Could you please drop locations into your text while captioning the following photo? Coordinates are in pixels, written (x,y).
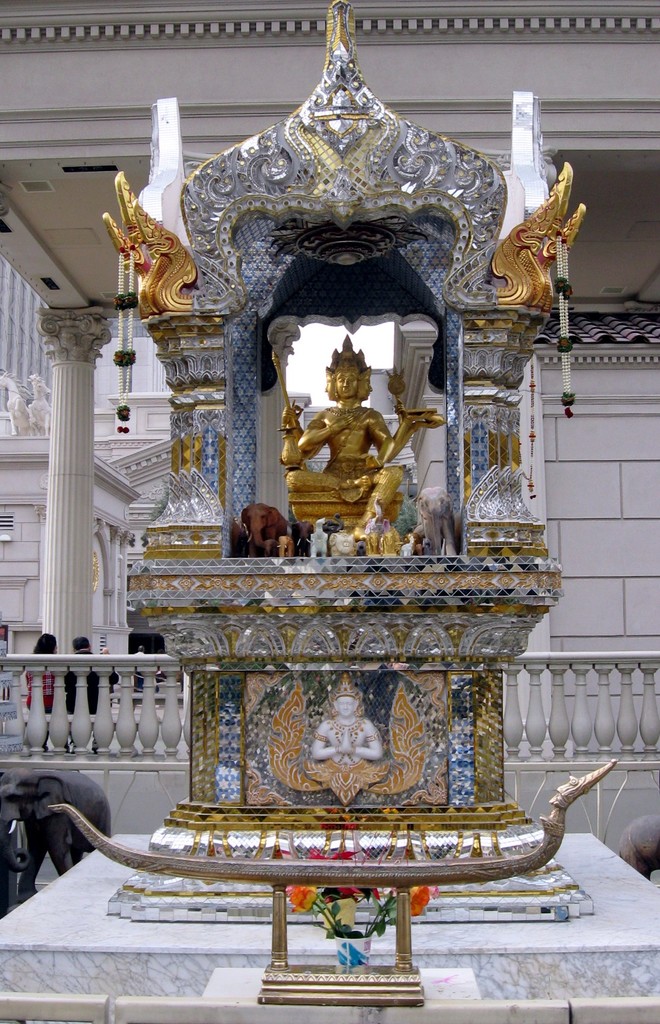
In this picture there is an idol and there are garlands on the roof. At the back (620,248) there is a building (614,240). There are group of people (46,682) standing behind the railing (537,714). On the left side of the image (14,787) there is a sculpture of an elephant (56,839) and there are sculptures of horse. At the back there are pillars (542,488). At the top (11,253) there is a building (633,141).
